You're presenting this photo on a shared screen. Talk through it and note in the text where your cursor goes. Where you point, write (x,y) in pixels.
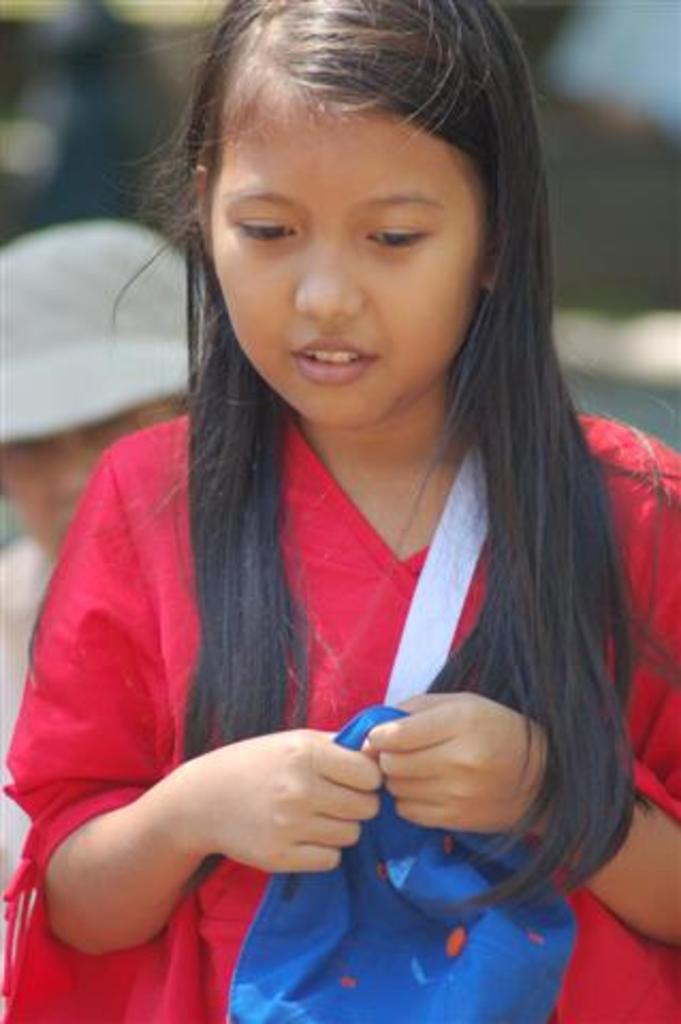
In this image we can see a girl (286,135) standing and holding a bag (402,885) in her hands (255,746). In the background (59,336) there is a person (57,378).
